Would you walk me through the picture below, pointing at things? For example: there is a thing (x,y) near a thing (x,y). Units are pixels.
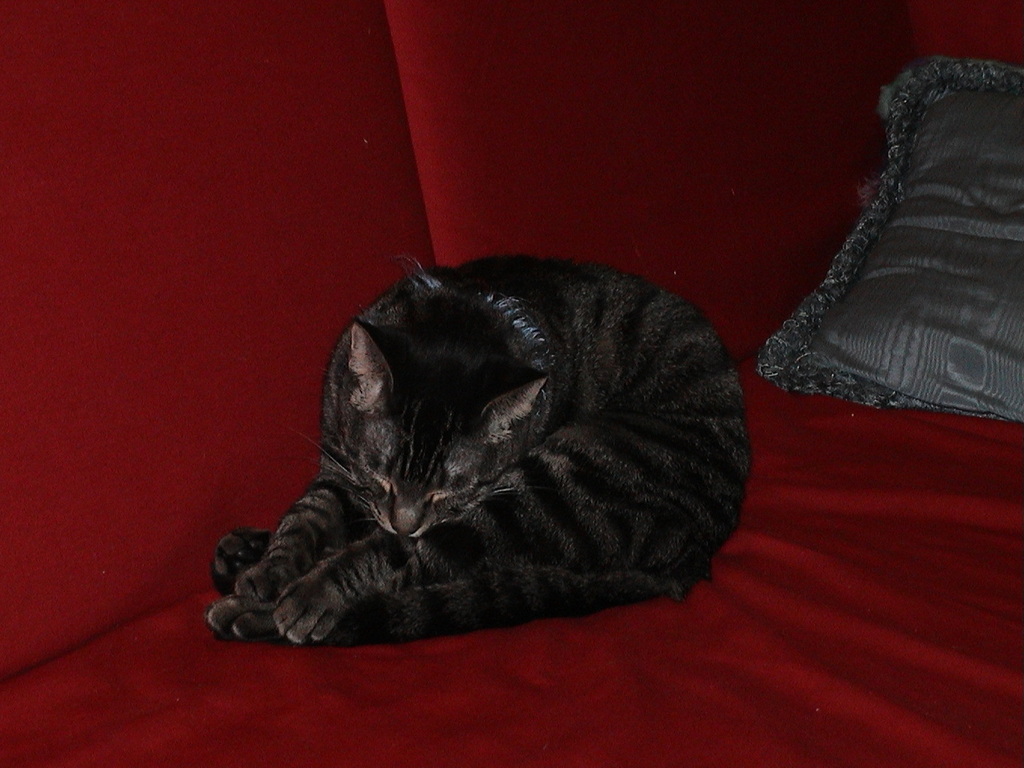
In this image I can see there is a cat (572,440) on a couch (153,510). And there is a pillow (934,274).
